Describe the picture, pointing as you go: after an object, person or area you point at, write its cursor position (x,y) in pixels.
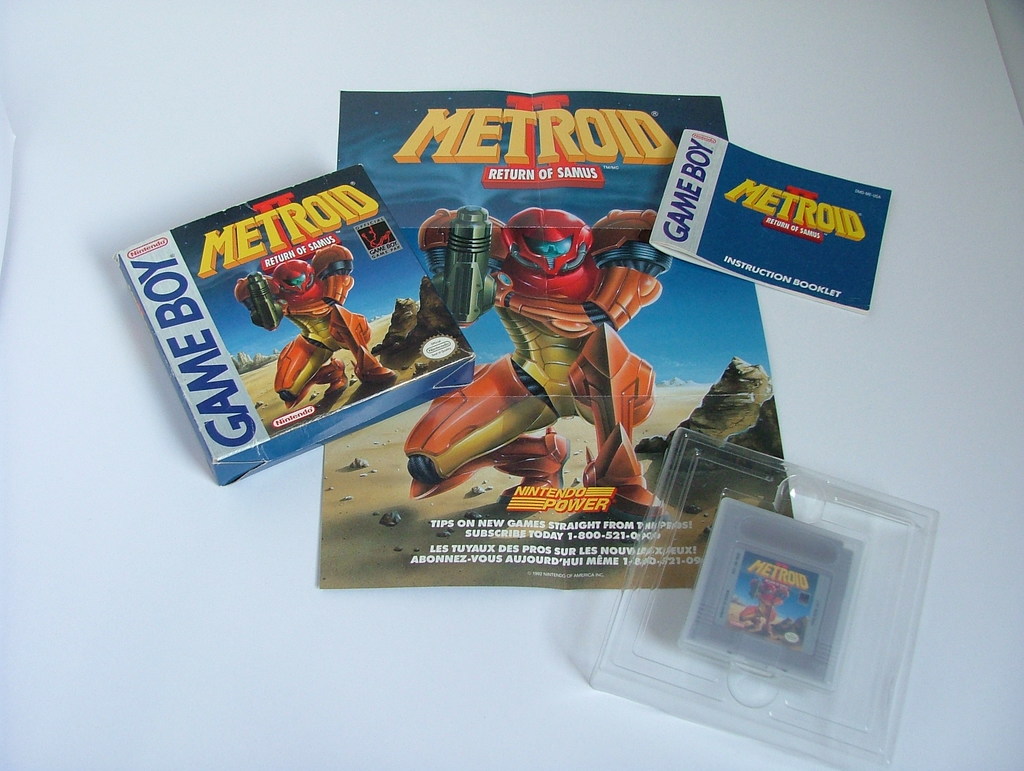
In this image I can see the box (293,333), pamphlet (557,386), book (656,235) and the plastic box (874,526). These are on the white color surface (181,601).
